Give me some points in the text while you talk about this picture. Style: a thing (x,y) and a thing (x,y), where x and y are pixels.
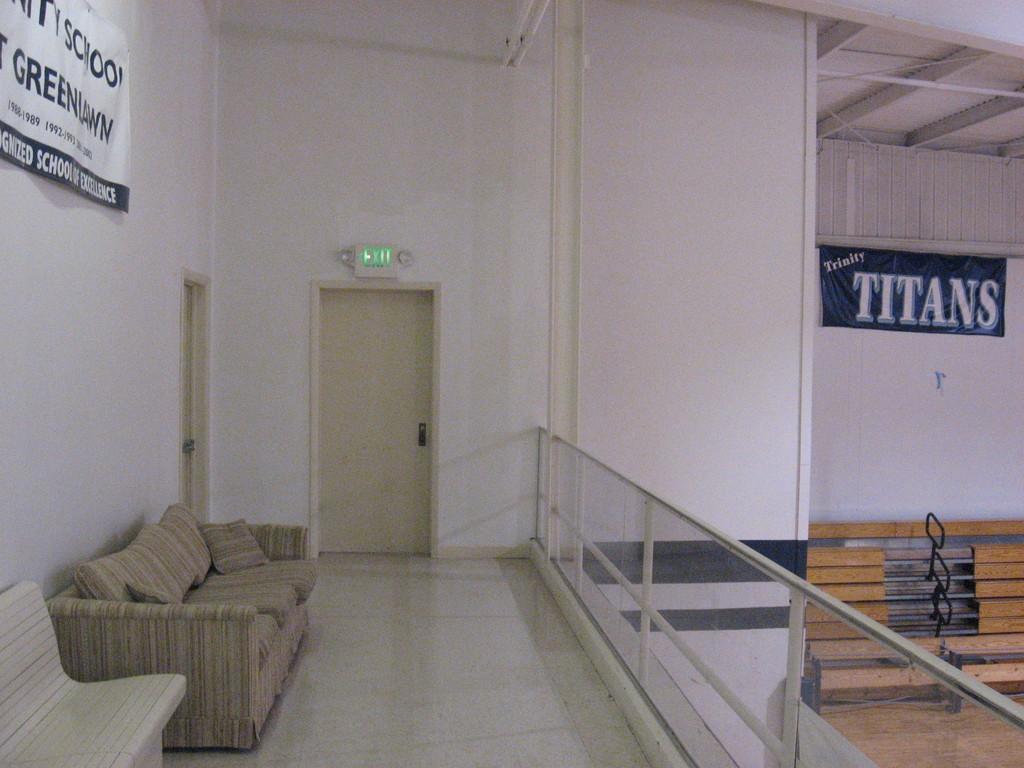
In this image there is a wall (482,193) towards the top of the image (424,255), there is a board (383,274) on the wall (410,247), there is text (385,252) on the board (370,257), there is a banner (55,60) towards the left of the image (53,103), there is text (74,104) on the banner (91,82), there is a wall (68,394) towards the left of the image (51,404), there are doors (323,370), there is a floor (423,661) towards the bottom of the image (388,670), there is a couch (237,618), there are pillows (174,561) on the couch (204,593), there is an object (40,700) towards the bottom of the image (84,704) that looks like a bench (33,718), there is a wall (897,363) towards the right of the image (940,391), there is a roof (947,68) towards the top of the image (944,53), there is a wooden floor (946,740) towards the right of the image (990,722).
